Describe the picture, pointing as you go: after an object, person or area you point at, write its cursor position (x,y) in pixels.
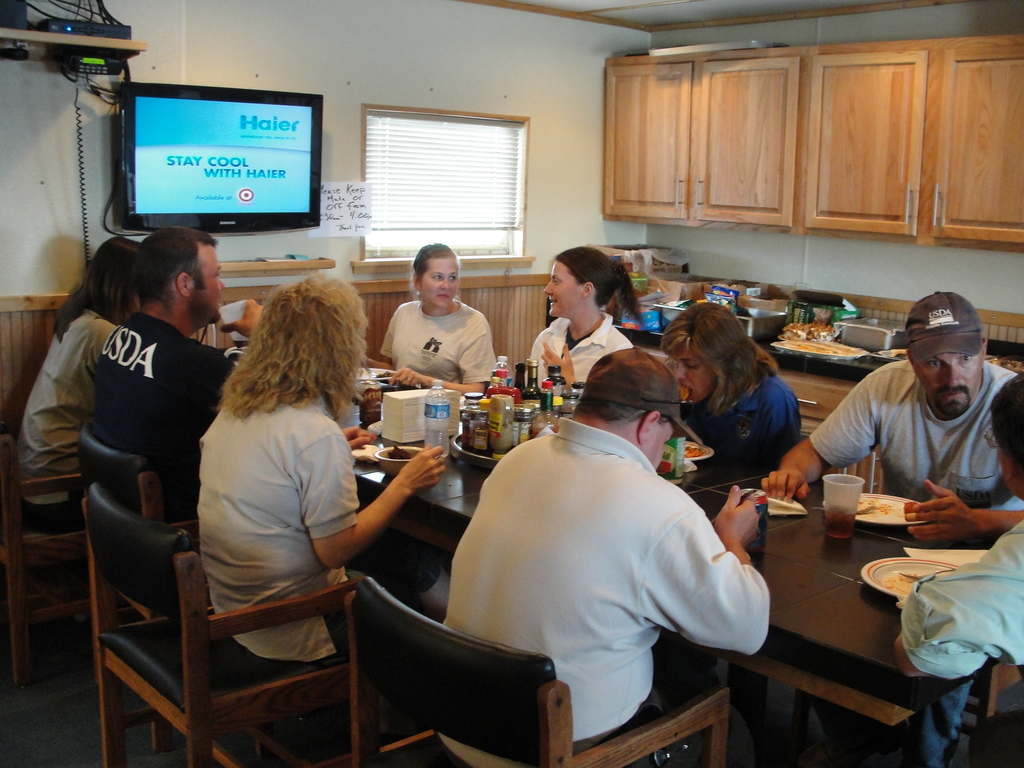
In this image i can see a group of people (418,482) sitting on the chair (209,653) and eating food (837,349). On the table (831,541) we can see a few bottles (485,412) and plates (878,497) on it. Here we have a TV (227,168) on the wall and a window (451,196). On the right side of the image (796,149) we have a cupboard (781,182). On the kitchen table (815,360) we can see some utensils (852,337) on it.
